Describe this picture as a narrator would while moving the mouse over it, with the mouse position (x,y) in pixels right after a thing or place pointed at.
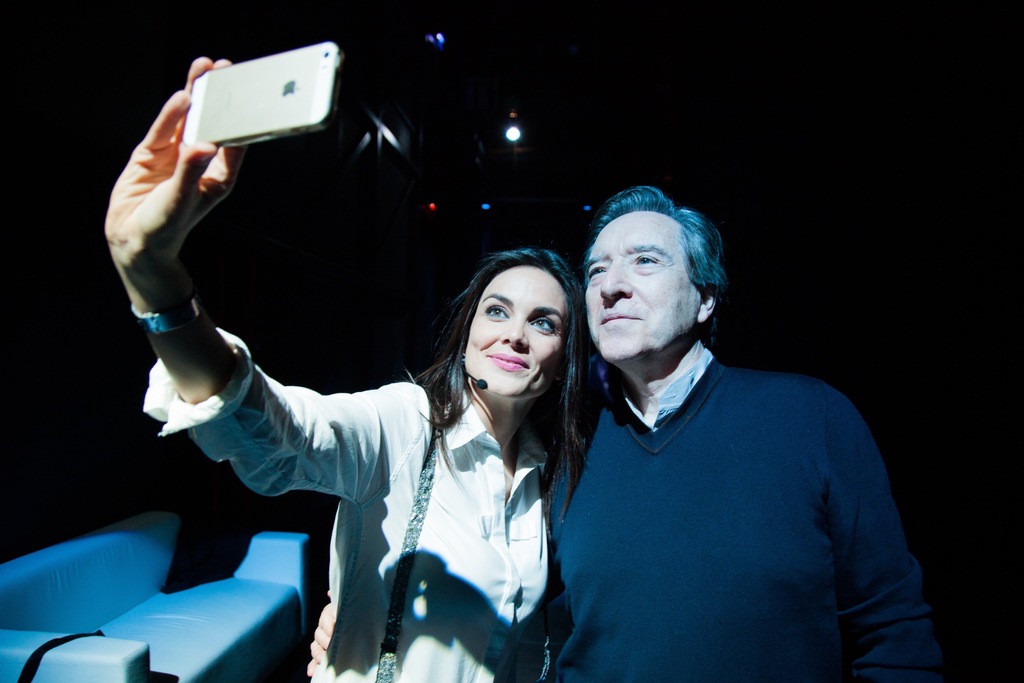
In this image I can see two people (518,588) with different color dresses (472,544). I can see one person (534,526) holding the mobile (253,135). To the left (91,646) I can see the couch (110,649). I can see the light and there is a black background (410,220).
